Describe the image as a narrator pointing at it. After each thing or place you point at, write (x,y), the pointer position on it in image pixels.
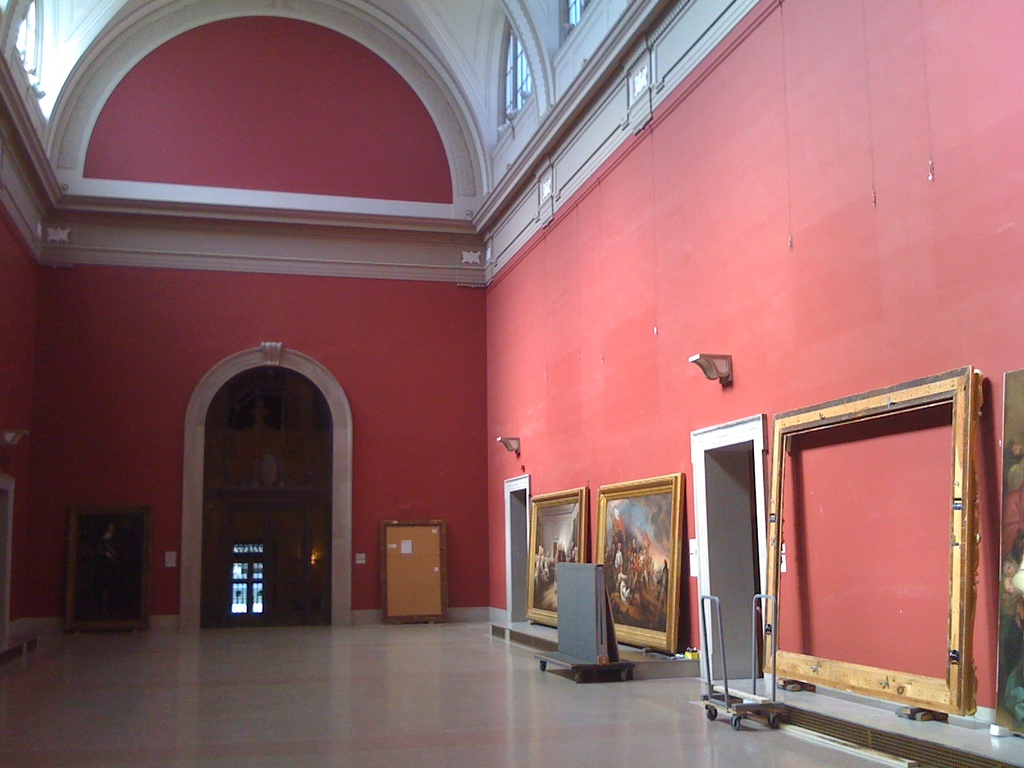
In the picture there is a room (455,666), there are many frames (673,589) present, there are doors (735,462) present.
